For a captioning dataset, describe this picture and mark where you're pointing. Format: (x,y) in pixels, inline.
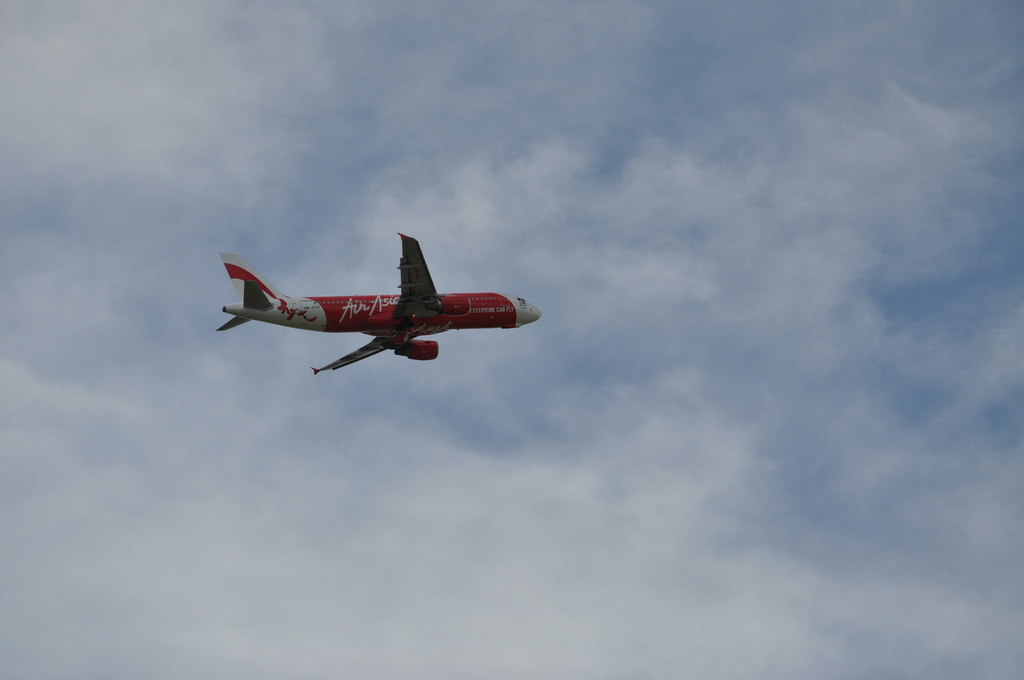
In this image there is an airplane (392,328) flying in the sky (445,517) and the sky (650,329) is cloudy.
